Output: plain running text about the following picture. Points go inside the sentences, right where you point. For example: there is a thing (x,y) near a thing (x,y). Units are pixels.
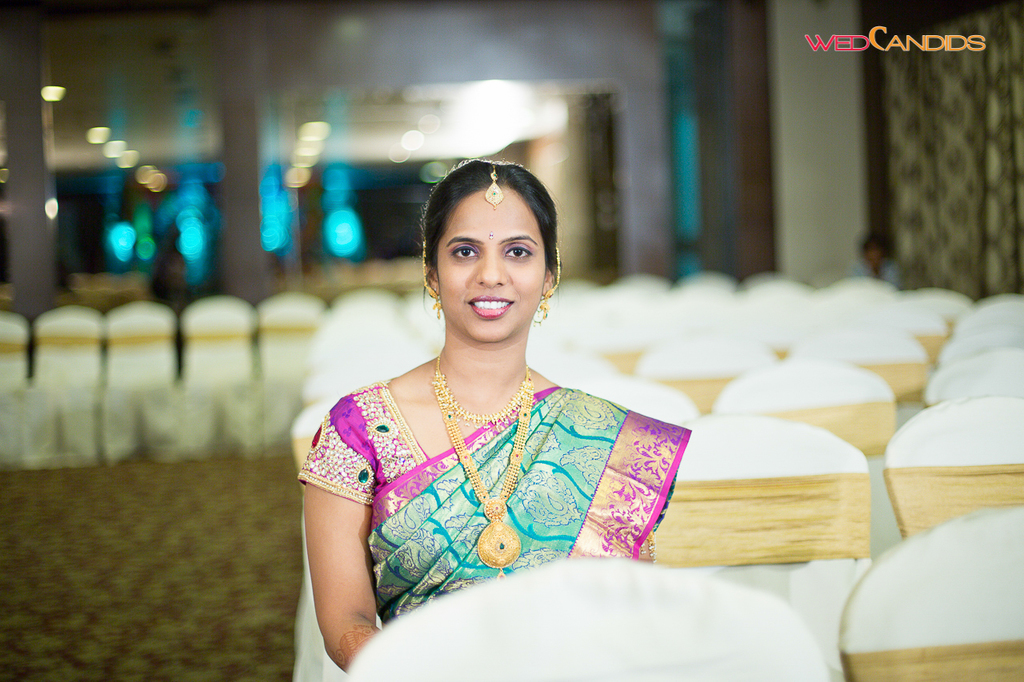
In the image there is a bride (461,429) sitting on chair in saree (408,506) and jewels (532,399) and in the back (330,374) there are many chairs (311,374).
